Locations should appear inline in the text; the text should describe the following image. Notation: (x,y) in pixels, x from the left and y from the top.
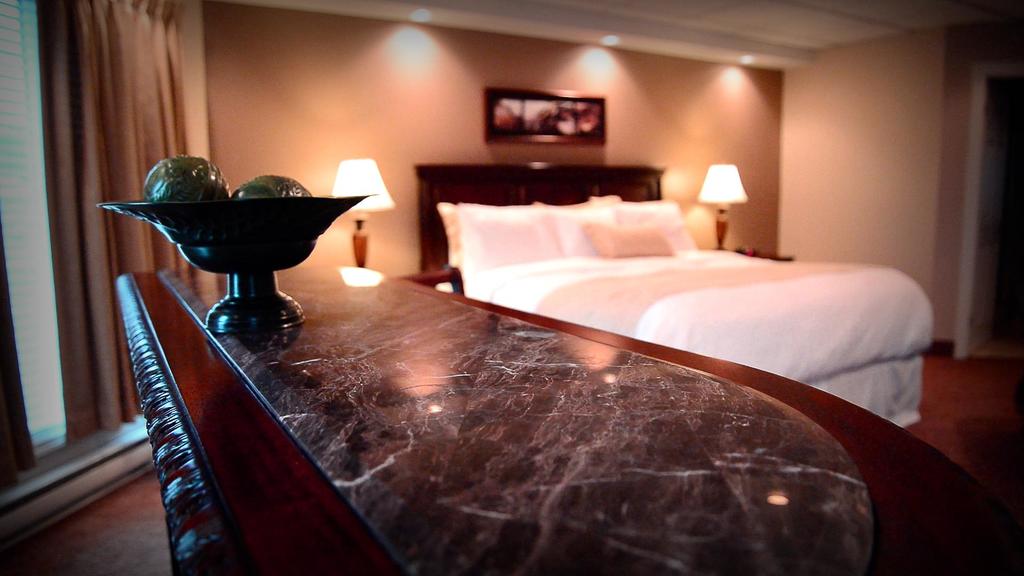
In the center of the image (403,284) there is a table (316,300) and we can see a bowl (220,246) placed on the table (279,438). On the right (818,334) there is a bed (673,266) and cushions (654,245) placed on the bed (657,272). We can see lamps (388,191). There is a photo frame (545,114) placed on the wall (573,161). On the left (29,65) there is a window (27,204) and we can see curtains (140,70). At the top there are lights (419,13).
